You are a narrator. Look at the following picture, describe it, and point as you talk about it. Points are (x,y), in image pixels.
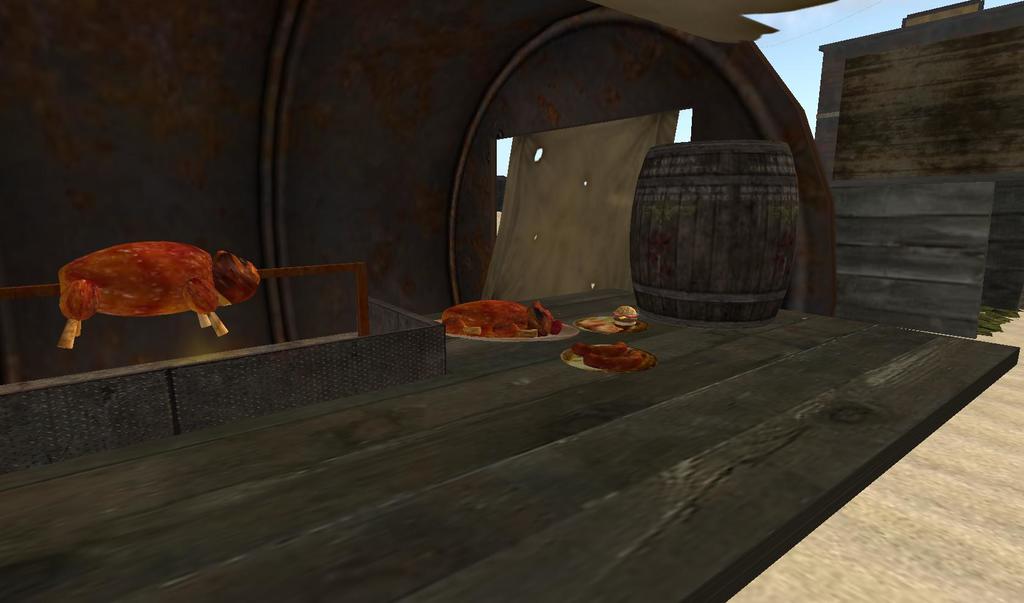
In this image I can see a food (621,365) in few plates (583,367). Food (613,354) is in red, brown and cream color. I can see a wooden box (712,195) and wooden path (668,458). The sky (819,40) is in blue color.
